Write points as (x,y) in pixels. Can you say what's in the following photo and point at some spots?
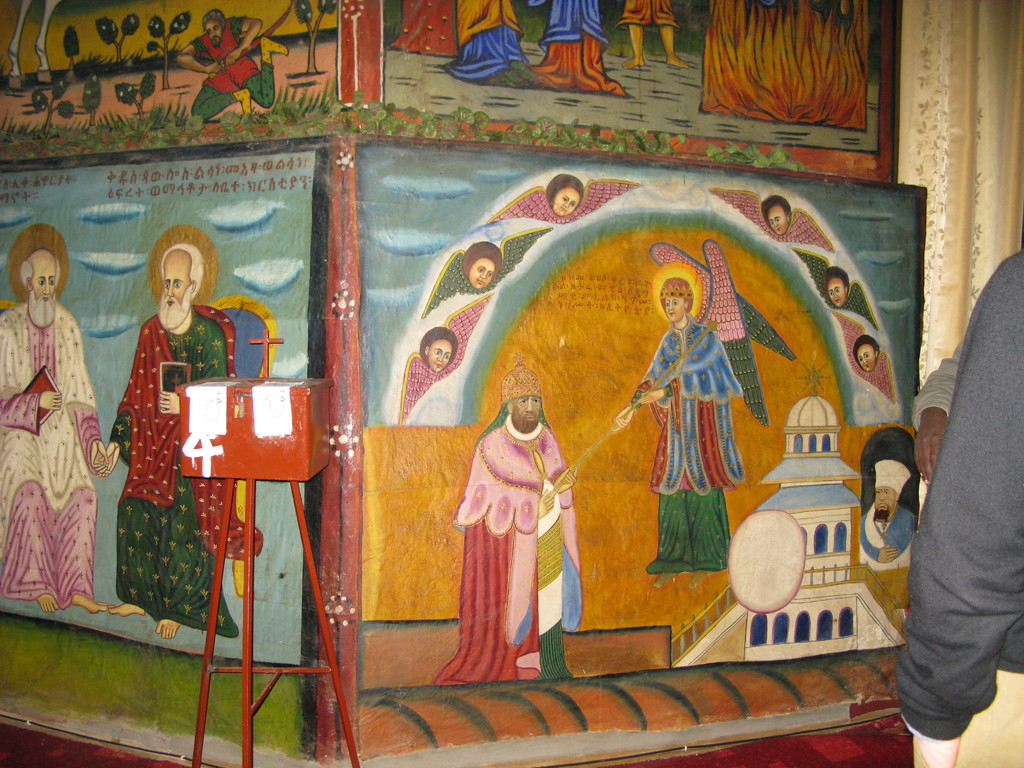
In this picture I can see painting of humans (383,146) on the wall (703,148) and I can see couple of humans (950,479) standing on the right side (943,501) and I can see a metal box (251,472) on the stand (231,501).
